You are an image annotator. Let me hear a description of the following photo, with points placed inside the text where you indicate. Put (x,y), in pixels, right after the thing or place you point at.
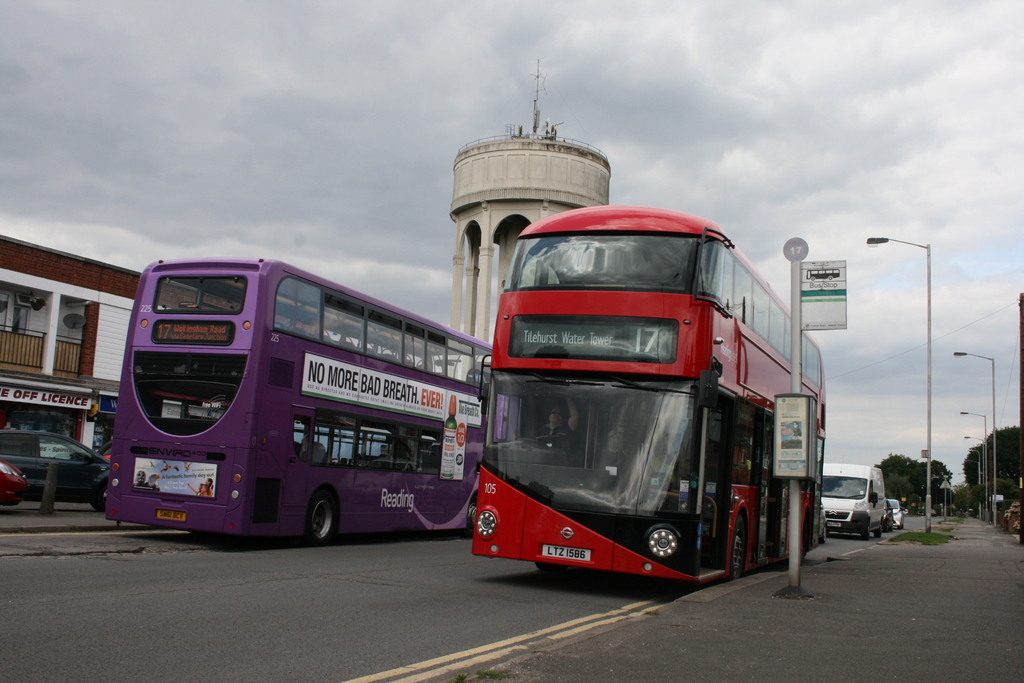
In this image we can see some vehicles (399,447) on the road (432,547). We can also see a building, a divider pole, street poles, the sign boards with some text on them, grass (912,535), a tower (485,202) with pillars (482,219), trees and the sky (585,96) which looks cloudy.
